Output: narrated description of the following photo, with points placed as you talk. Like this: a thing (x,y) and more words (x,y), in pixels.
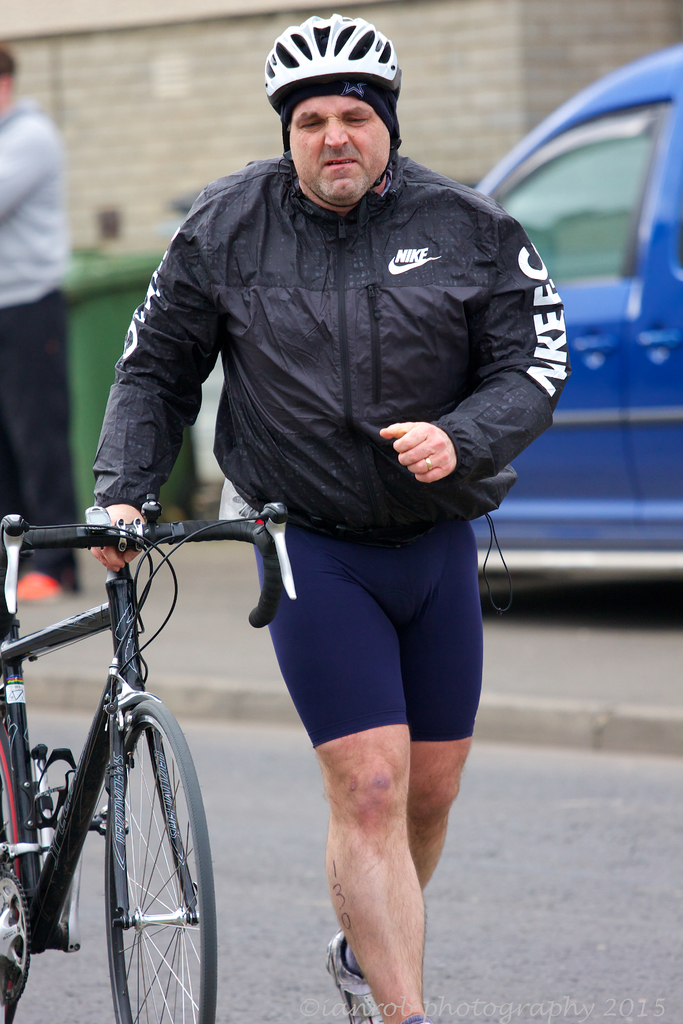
In this image I can see a person (405,301) wearing a black color jacket (258,314) and white color helmet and walking on road (472,833) and he's holding a bicycle (15,714) on the left side (23,536) and on the right side (662,74) I can see blue color car (675,69) and on the left (106,363) green color container (99,260) and the wall (92,213) in the middle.
